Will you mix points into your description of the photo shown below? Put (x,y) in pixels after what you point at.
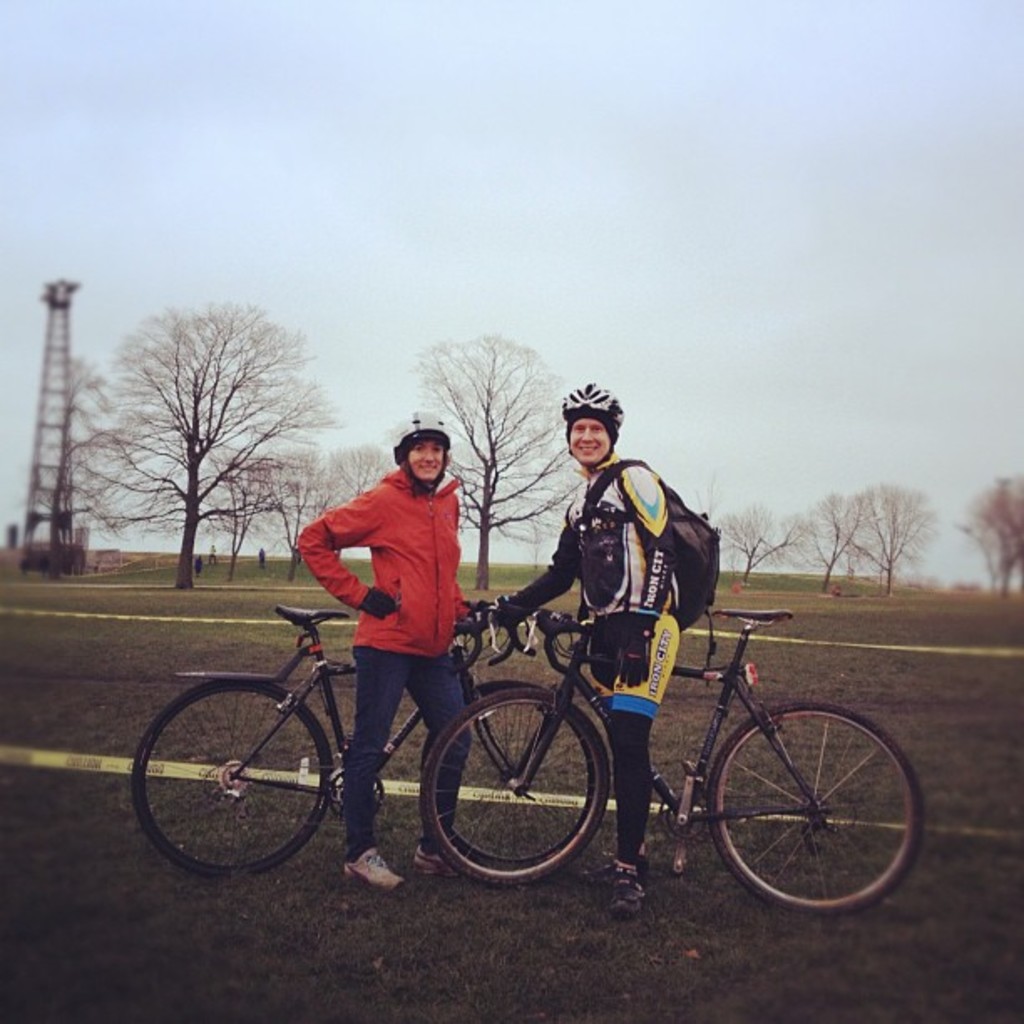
In the image there are two persons (421,629) beside bicycle (537,761) on a grass field (625,983) and on left side (69,440) there is a tower (60,557).
